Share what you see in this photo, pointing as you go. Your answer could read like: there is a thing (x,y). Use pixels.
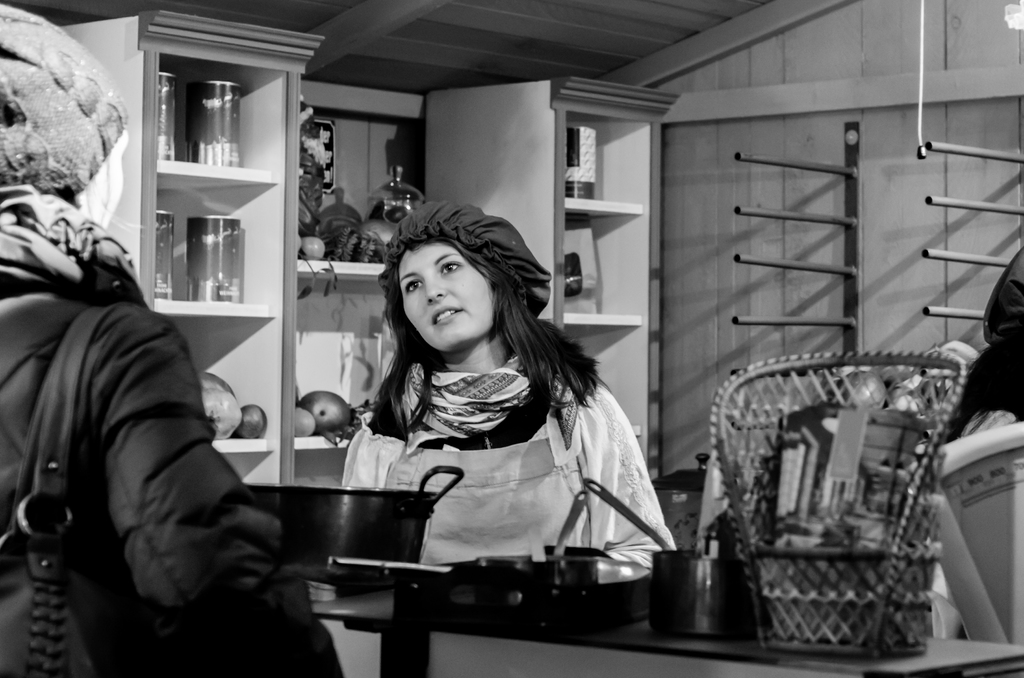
In this black and white image, we can see persons (569,371) wearing clothes (148,475). There is a table (438,640) at the bottom of the image (554,641) contains dishes (536,567) and basket (820,500). There are metal stands (851,171) on the right side of the image (955,207). There is a cupboard (226,339) in the middle of the image (595,337) contains vegetables (230,417) and tins (198,219).
